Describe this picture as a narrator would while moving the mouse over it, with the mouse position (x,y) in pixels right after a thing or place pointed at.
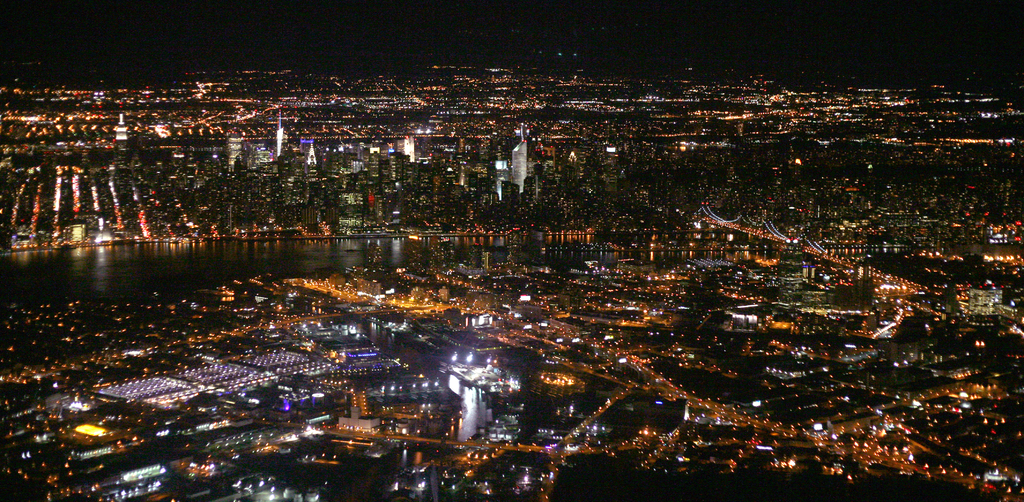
In this image I can see number of buildings (468,205), number of lights (484,176), a bridge (720,222) and the water (128,251). In the background (178,20) I can see the dark sky (241,34).
